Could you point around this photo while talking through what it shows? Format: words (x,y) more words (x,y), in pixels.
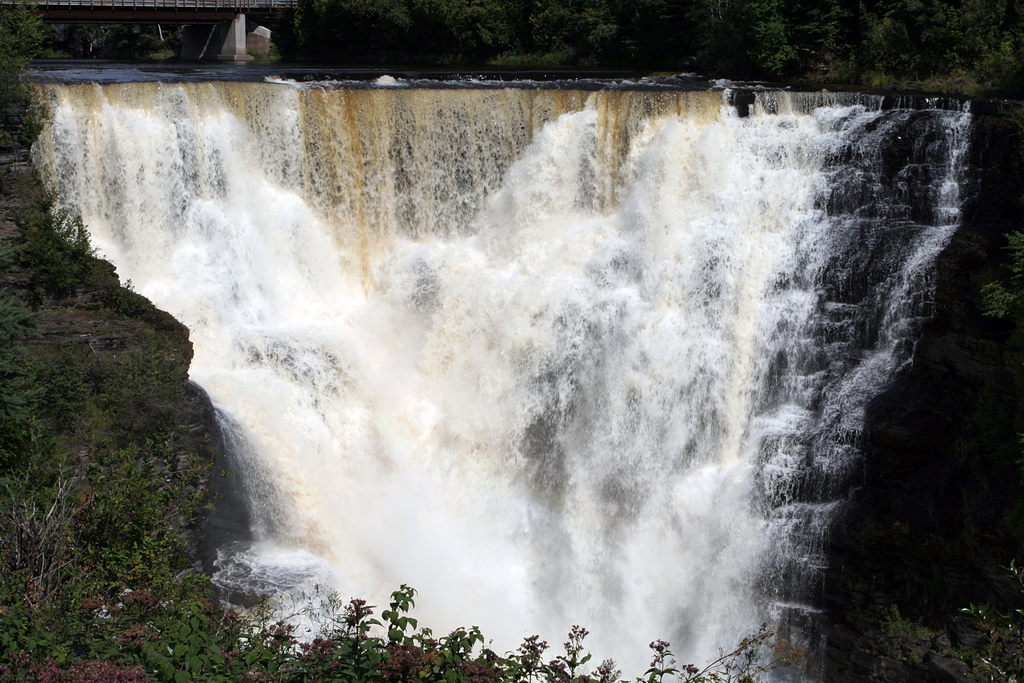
In this picture, there is a waterfall (488,366). At the bottom (215,633), there are plants (294,662). On the top (290,40), there is a bridge (199,9) and trees (825,38).
